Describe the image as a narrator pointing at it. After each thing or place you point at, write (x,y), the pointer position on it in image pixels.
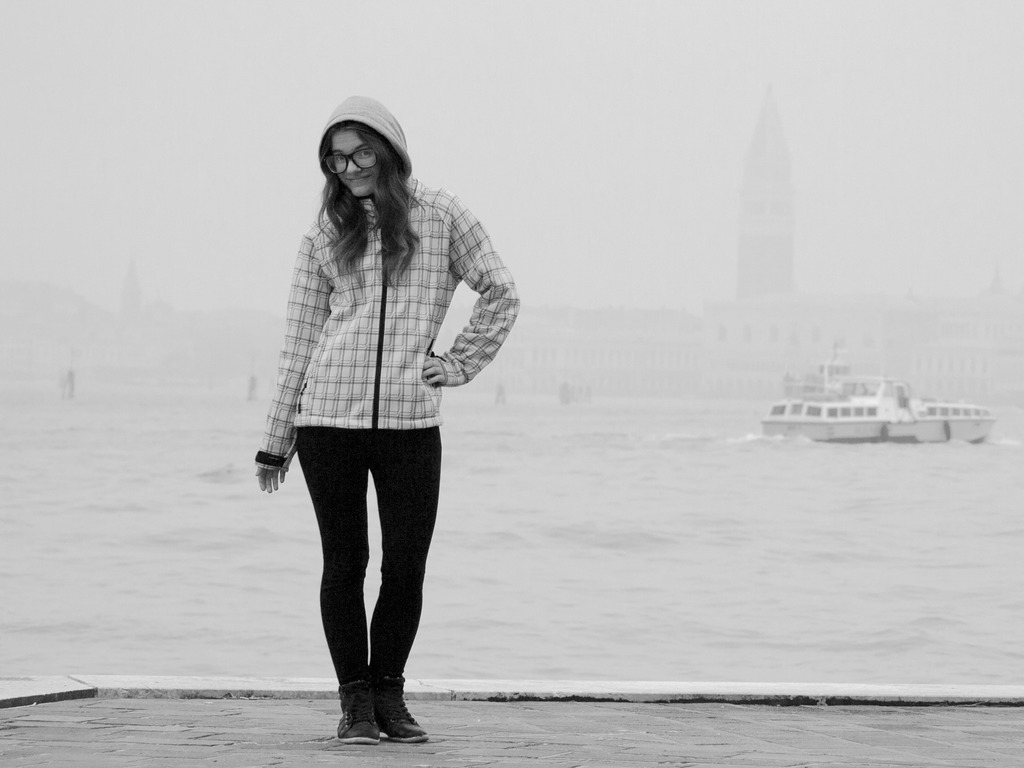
In this image I can see the black and white picture in which I can see a person (320,425) standing on the ground (254,697). In the background (541,612) I can see the water (583,564), a boat (885,423) on the surface of the water (536,539), the building (718,342), the fog (650,349) and the sky (630,71).
